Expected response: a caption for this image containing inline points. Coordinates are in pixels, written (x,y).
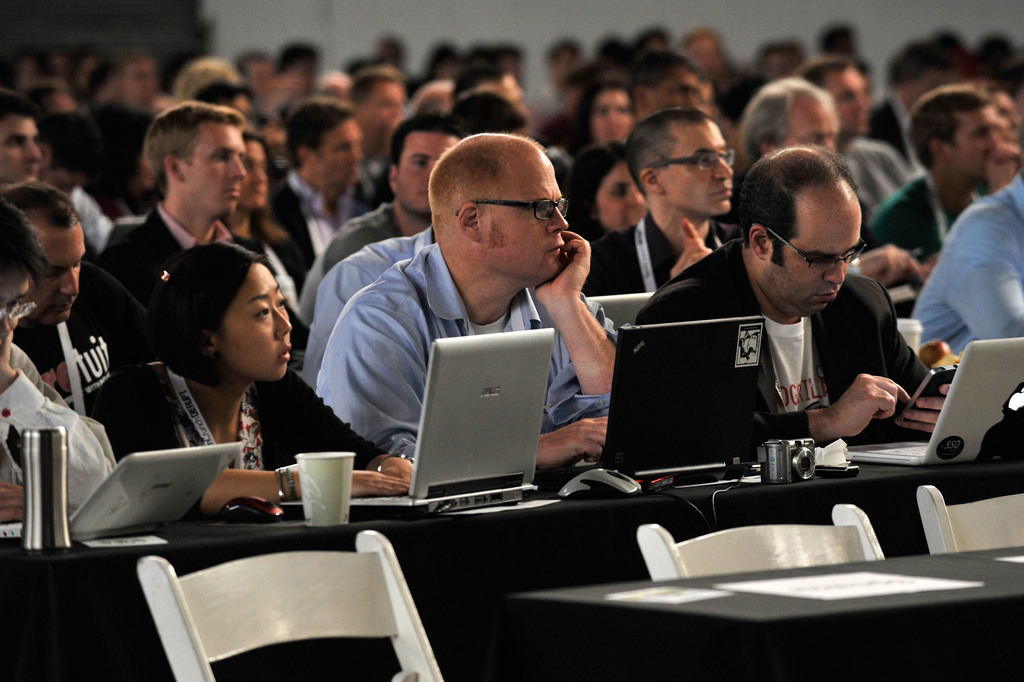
In this image there are people (340,348) sitting on chairs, in front of a table (837,494) on that table (841,492) there are laptops (430,477), cups (338,494) and camera (803,474).
